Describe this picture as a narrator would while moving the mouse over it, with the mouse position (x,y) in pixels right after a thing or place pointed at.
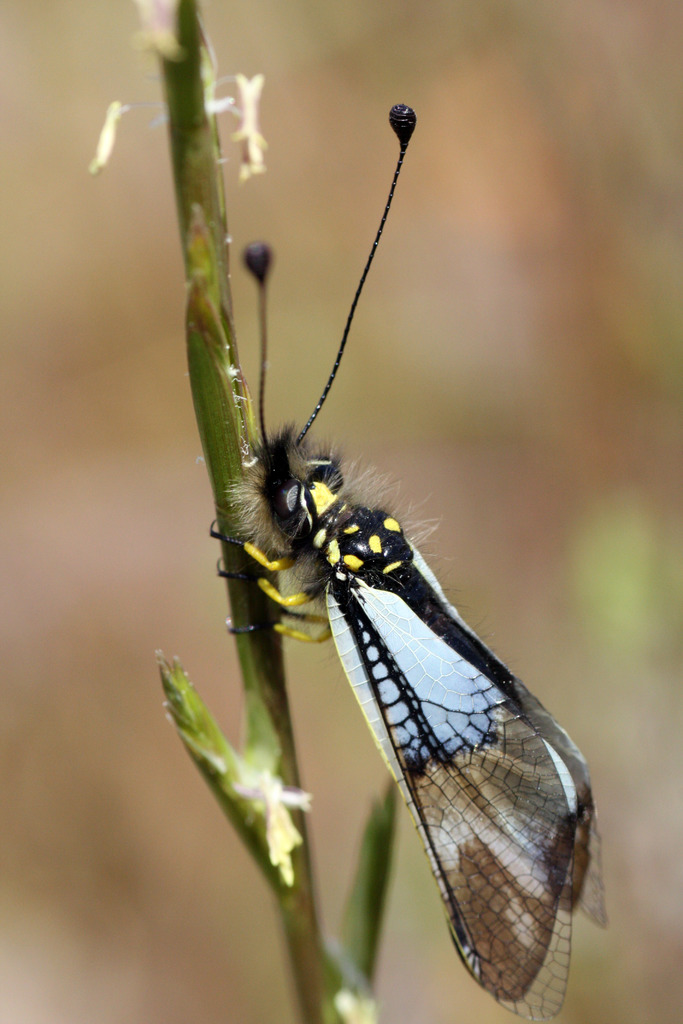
In the center of the image (356,577) there is an owlfly (393,657) on stem (187,90).
